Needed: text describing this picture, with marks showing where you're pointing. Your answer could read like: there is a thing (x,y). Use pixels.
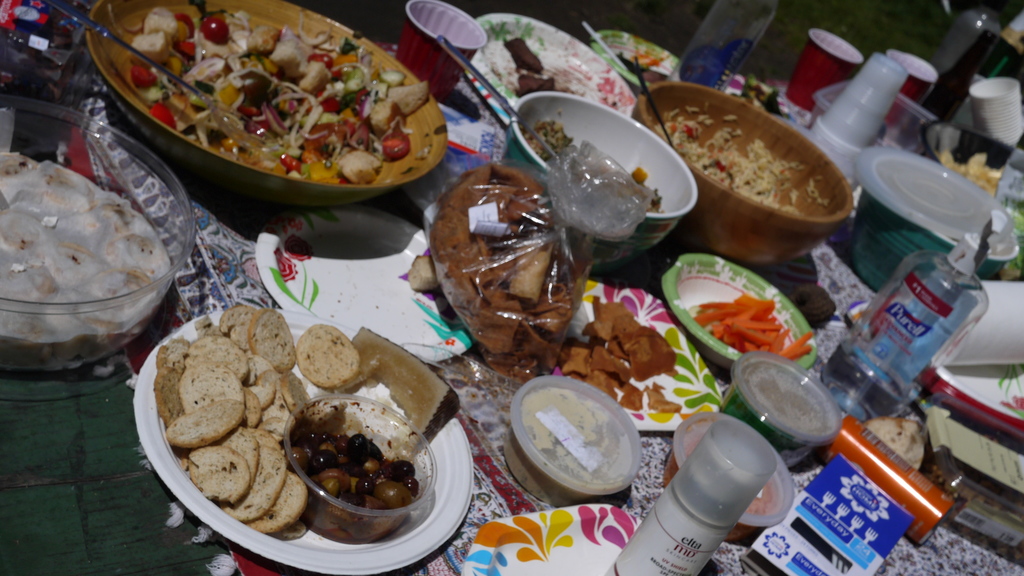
In this picture we can see few plates (347,316), bowls (353,191), glasses (436,60), bottles (916,259), covers (771,387) and food (272,346) on the table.
